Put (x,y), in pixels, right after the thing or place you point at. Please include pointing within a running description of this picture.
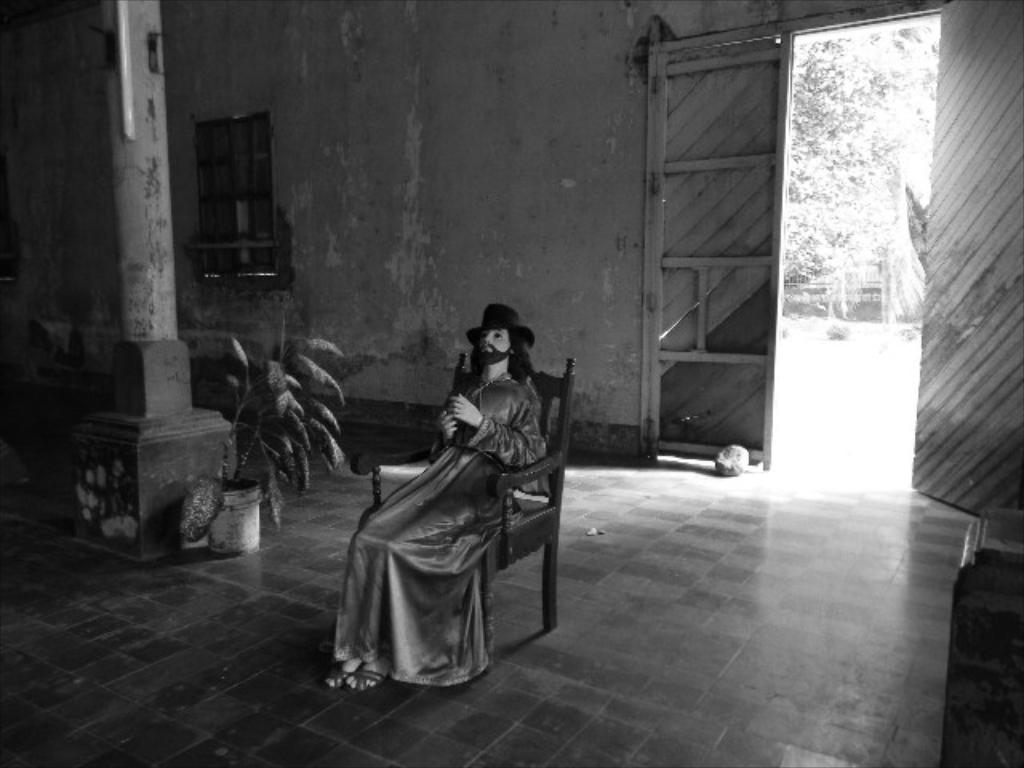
In this image I can see the person (336,644) sitting on the chair (515,499). The person (472,472) is wearing the dress (452,498) and the hat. To the left (174,379) I can see the flower pot (236,505) and the pole (150,325). In the back (260,277) I can see the window (220,228) and the door (961,268). I can also see many trees (864,157) in the back (863,194). And this is a black and white image.
